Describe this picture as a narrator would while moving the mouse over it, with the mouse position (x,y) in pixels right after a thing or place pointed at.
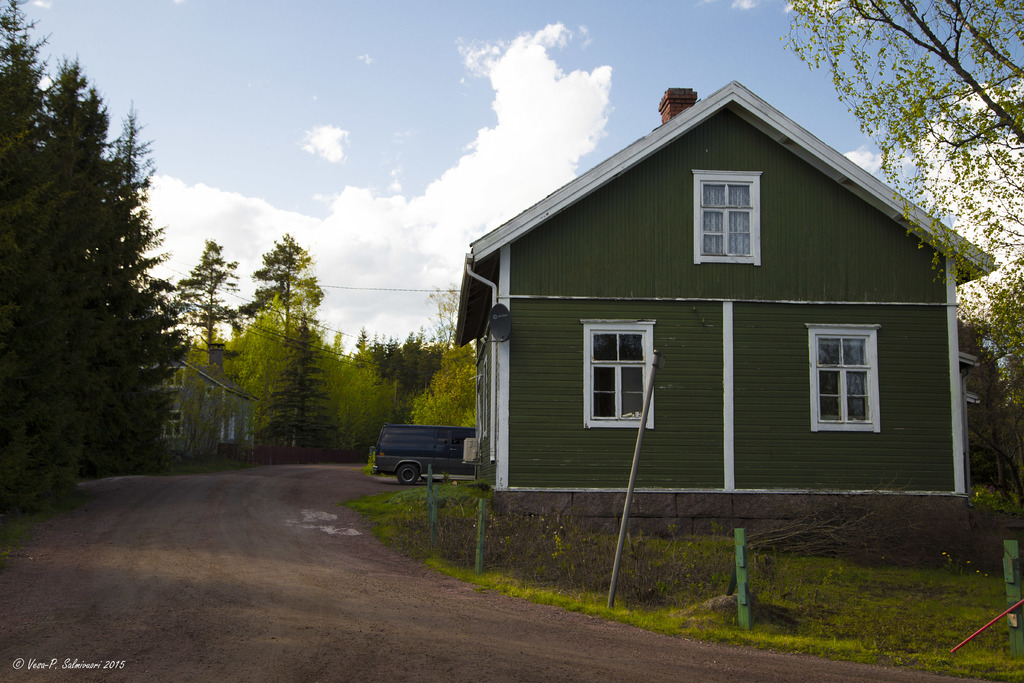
In this picture i can see houses (636,431) and vehicle (392,471) on the road (300,581). In the background (267,436) i can see trees (301,374), grass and sky (343,310). On the right side (1009,634) i can see poles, fence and other objects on the ground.
